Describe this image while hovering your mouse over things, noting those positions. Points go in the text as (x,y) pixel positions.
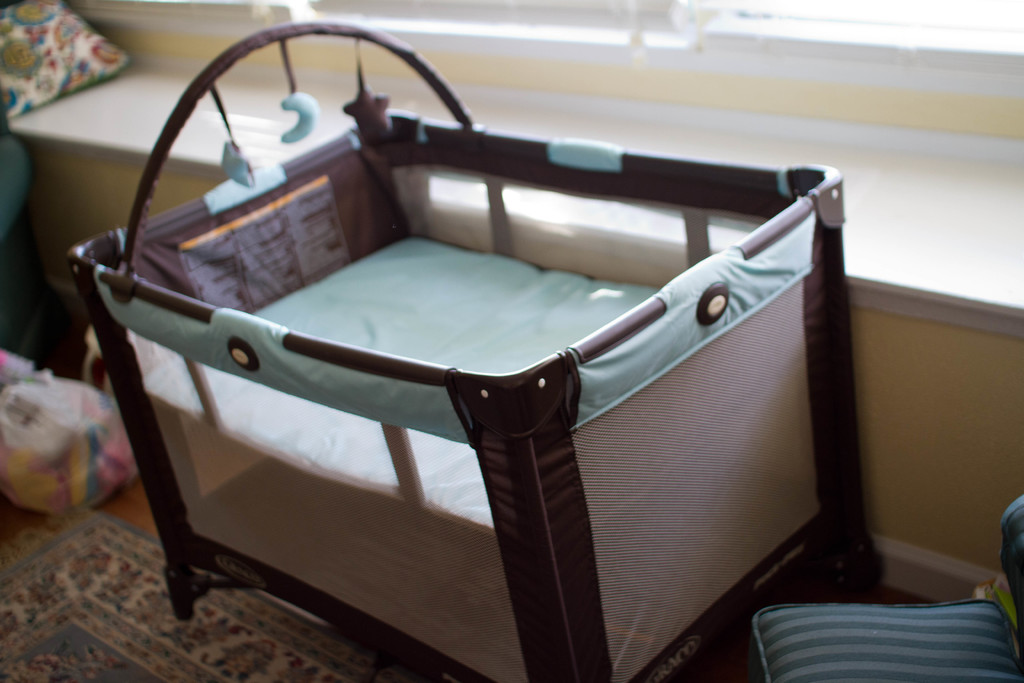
In this picture we can see a carpet (58,550), bag (16,426) and a crib (486,654) on the floor (132,561) and in the background (71,144) we can see a pillow (114,66) on a platform (888,237).
